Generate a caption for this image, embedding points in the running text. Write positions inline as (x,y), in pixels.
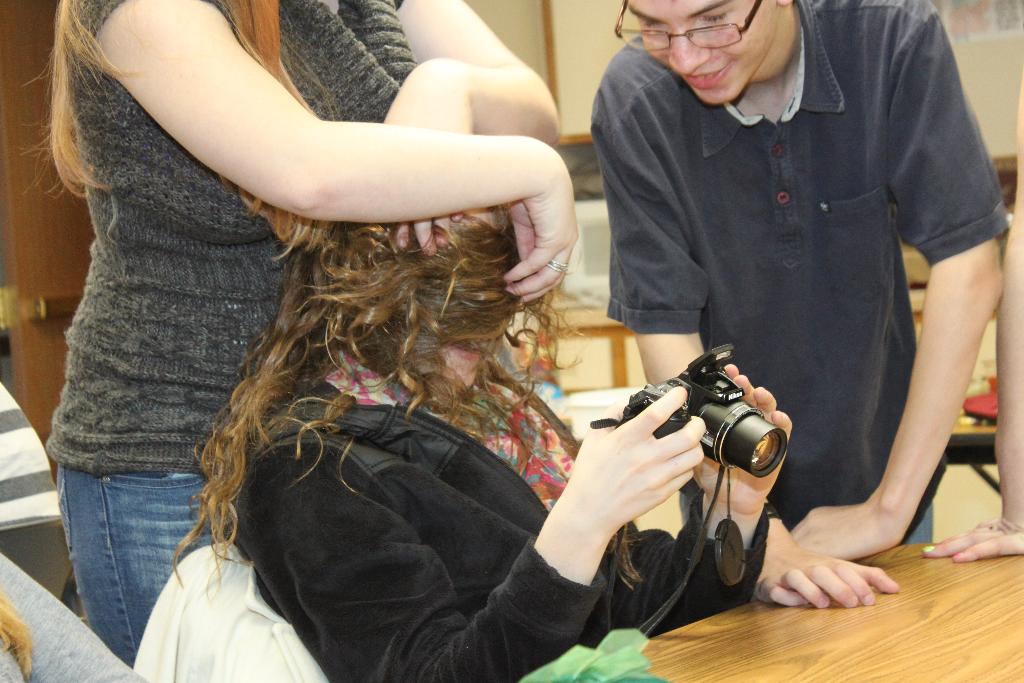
In this picture there is a woman (399,416) wearing a black jacket (395,484) is holding a camera (711,444) and sitting on the chair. There is a man (861,198) wearing grey shirt (786,253) is standing. There is other woman (186,267) wearing a grey shirt (184,182) is also standing. There is a table (893,650) and a green cloth (625,665) on the table (704,663). There is also another woman (41,641) and a person (1008,479). There is a white object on the chair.
